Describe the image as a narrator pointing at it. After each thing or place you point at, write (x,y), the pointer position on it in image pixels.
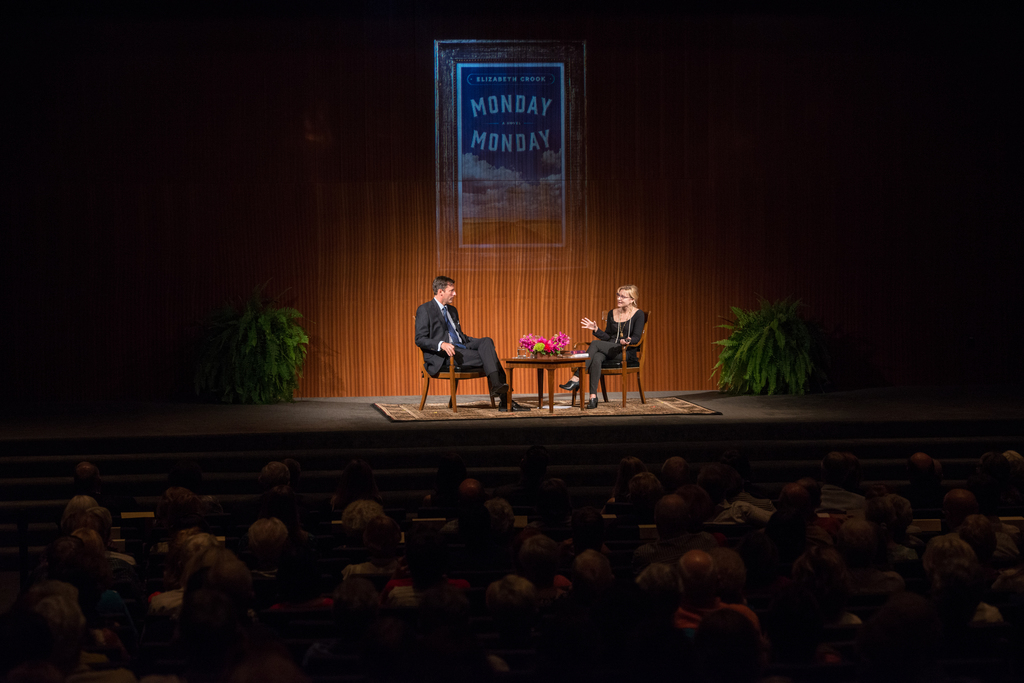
In this picture there are two people (633,329) sitting on the chairs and there is a flower vase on the table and there are plants (725,382) and there is a mat (585,415) on the stage (722,407). At the back (569,158) there is a board (446,239) and there is text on the board (570,129). In the foreground (504,529) there are group of people (768,571) sitting.
